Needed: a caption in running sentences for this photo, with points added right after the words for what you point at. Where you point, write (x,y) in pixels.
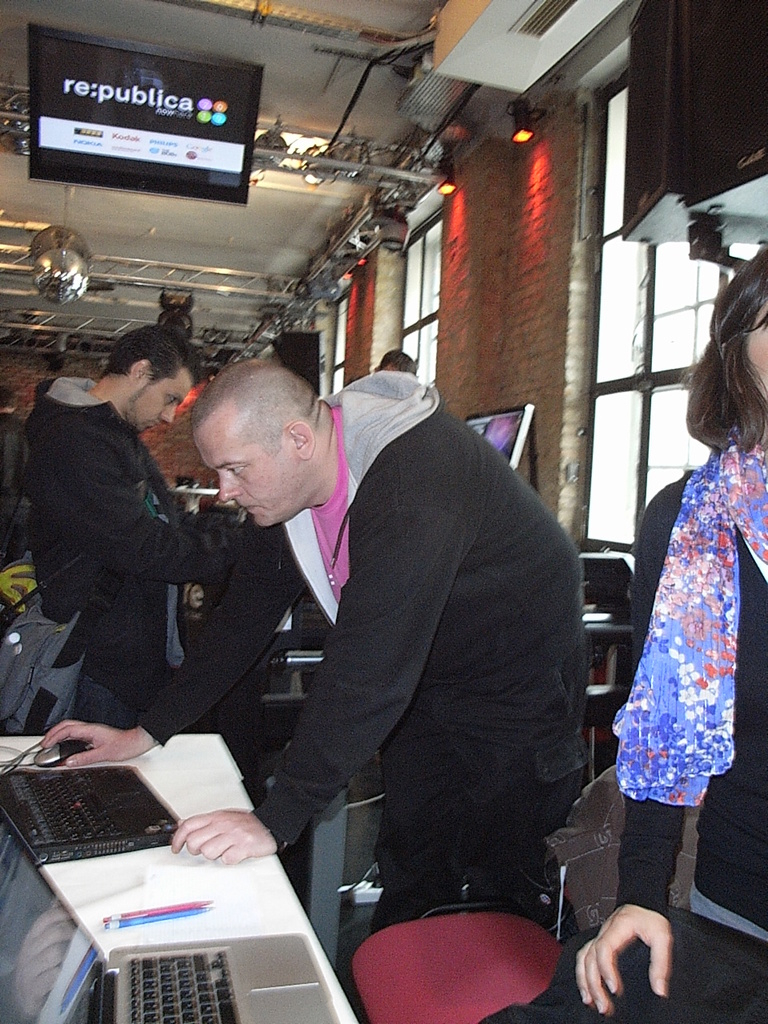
In this image I can see a person (442,559) wearing black, white and pink colored dress (395,545) is standing and holding a mouse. I can see a table (227,795) in front of him and on it I can see two laptops (96,851). I can see few other persons (173,496) standing, few other screens (495,427), the wall (543,468), few windows (429,285), the ceiling (235,239), a screen (182,188) to the ceiling (121,204) and few other objects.
